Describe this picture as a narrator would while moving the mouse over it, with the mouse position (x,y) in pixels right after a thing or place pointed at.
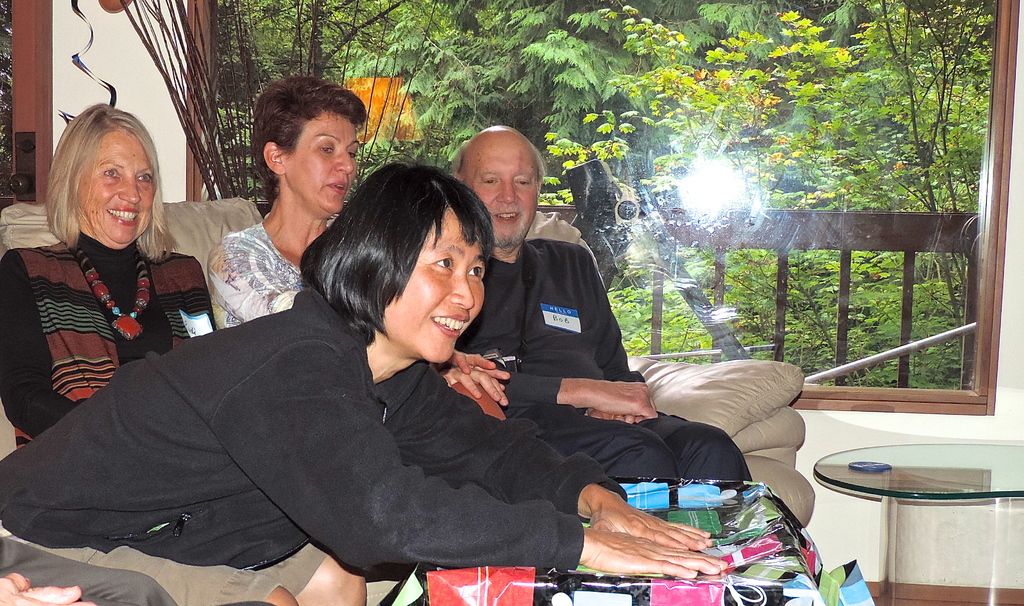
In the image in the center (472,330) we can see few people (244,359) were sitting on the couch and they were smiling, which we can see on their faces (423,290). In front of them, there is a colorful object (713,519). In the background (765,297) there is a wall (886,441), glass (644,222), table (932,463), coaster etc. Through glass (886,296), we can see trees (430,111).
